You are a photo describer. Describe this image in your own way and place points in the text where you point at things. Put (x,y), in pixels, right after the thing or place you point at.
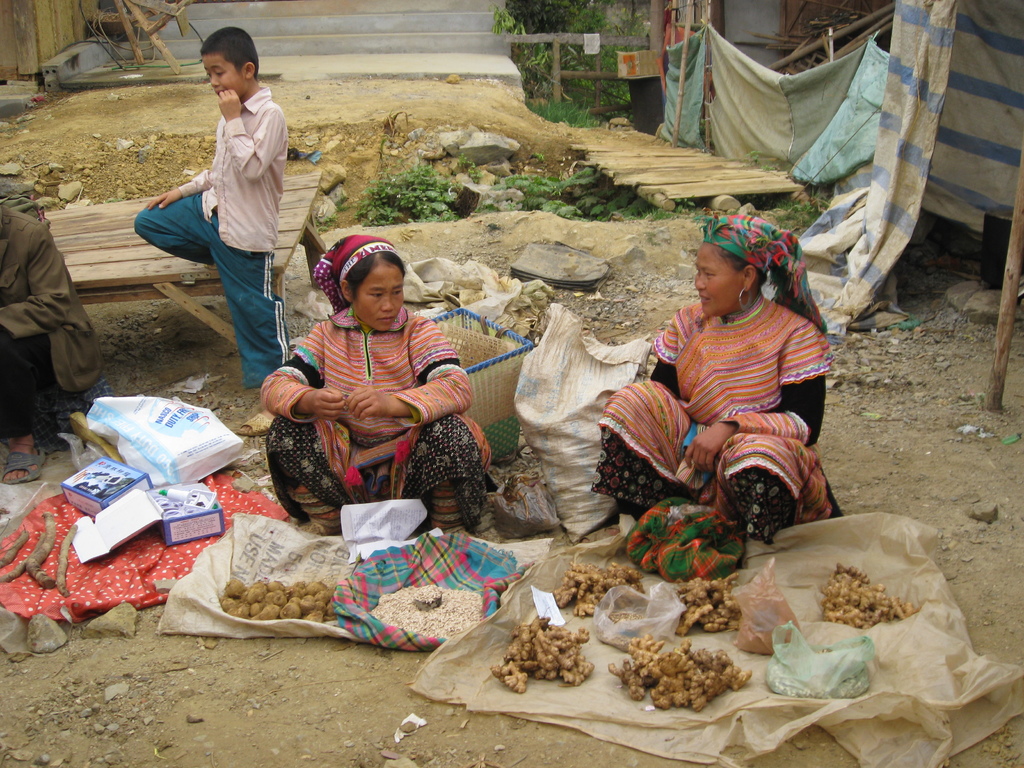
In this picture I can see 2 women (433,393) who are sitting and in front of them I see number of things (311,560) and I see the stones (829,389) on the ground (987,348) and I see a boy (181,209) who is standing near to these women (632,402) and I see a person (30,300) on the left side (24,237). In the background (449,276) I see the clothes (788,106) and I see the plants (520,15) and I see the path (376,62).
